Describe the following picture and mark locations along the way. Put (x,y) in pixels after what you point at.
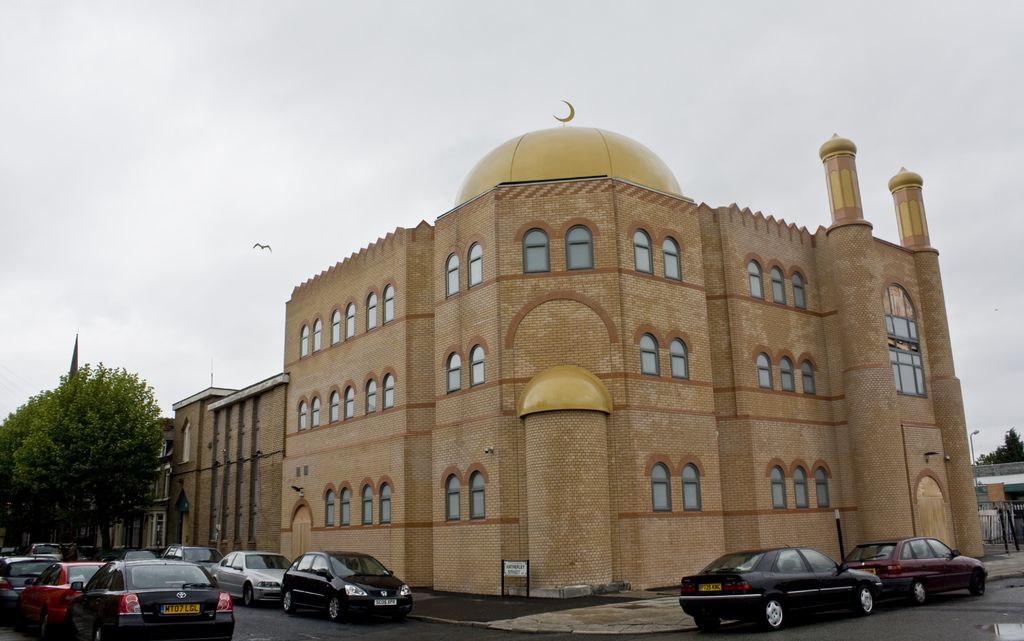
In this image there are buildings (338,437), trees (1006,449), poles (835,512), vehicles (931,559), road (905,603), board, sky (307,249) and objects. Vehicles (244,594) are on the road (327,635). Bird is flying in the air (217,142).
